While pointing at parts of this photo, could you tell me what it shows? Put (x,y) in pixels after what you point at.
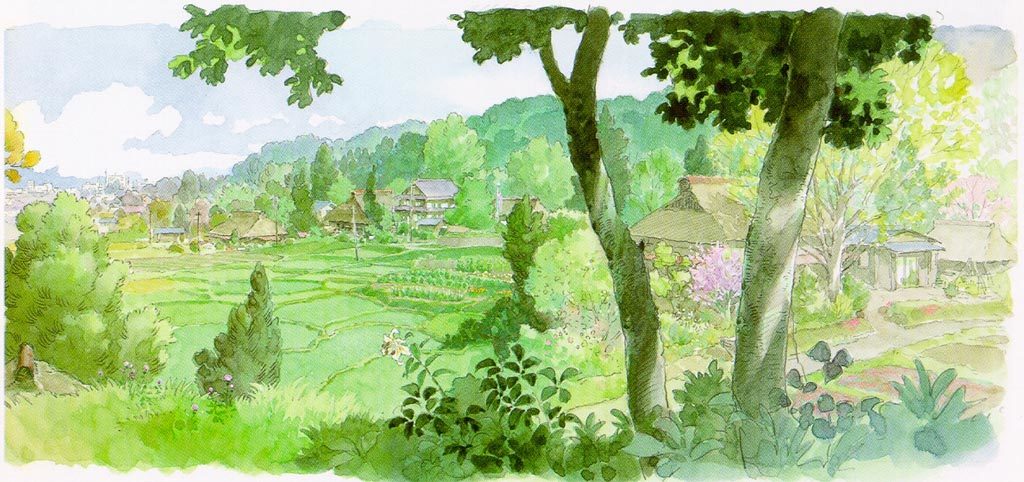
This picture shows painting (845,247) and we see trees (762,380), few houses (874,280) and clouds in the blue sky (377,68).
